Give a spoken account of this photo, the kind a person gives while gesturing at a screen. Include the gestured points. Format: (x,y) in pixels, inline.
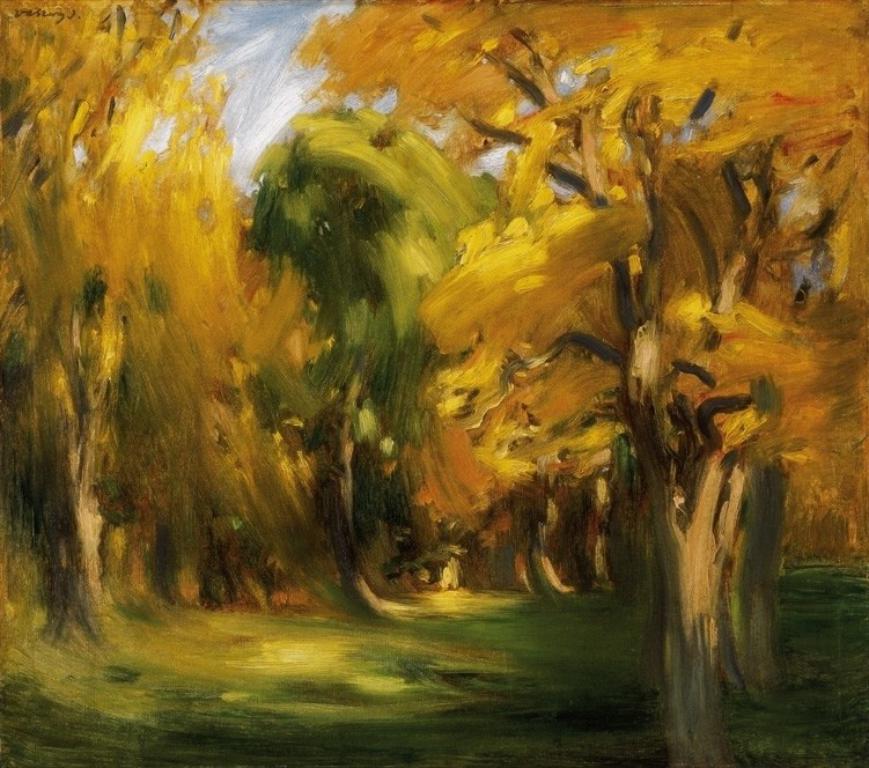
In this picture we can see painting (448,506) of trees (368,363) and sky (197,69).
